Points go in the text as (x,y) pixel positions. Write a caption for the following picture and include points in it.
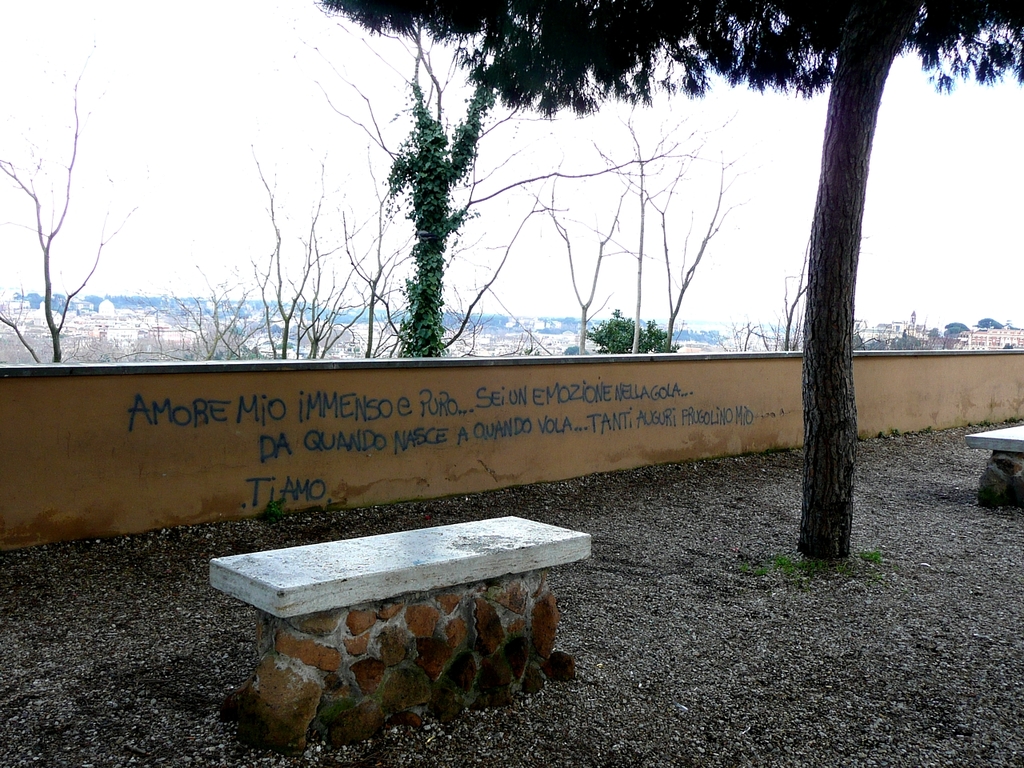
In this image we can see the constructed brick benches (445,603). In the background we can see the text (346,406) on the wall (346,406). We can also see the trees (840,376) and buildings (143,331). Sky (778,160) is also visible. At the bottom (838,696) we can see the small stones (779,668).
